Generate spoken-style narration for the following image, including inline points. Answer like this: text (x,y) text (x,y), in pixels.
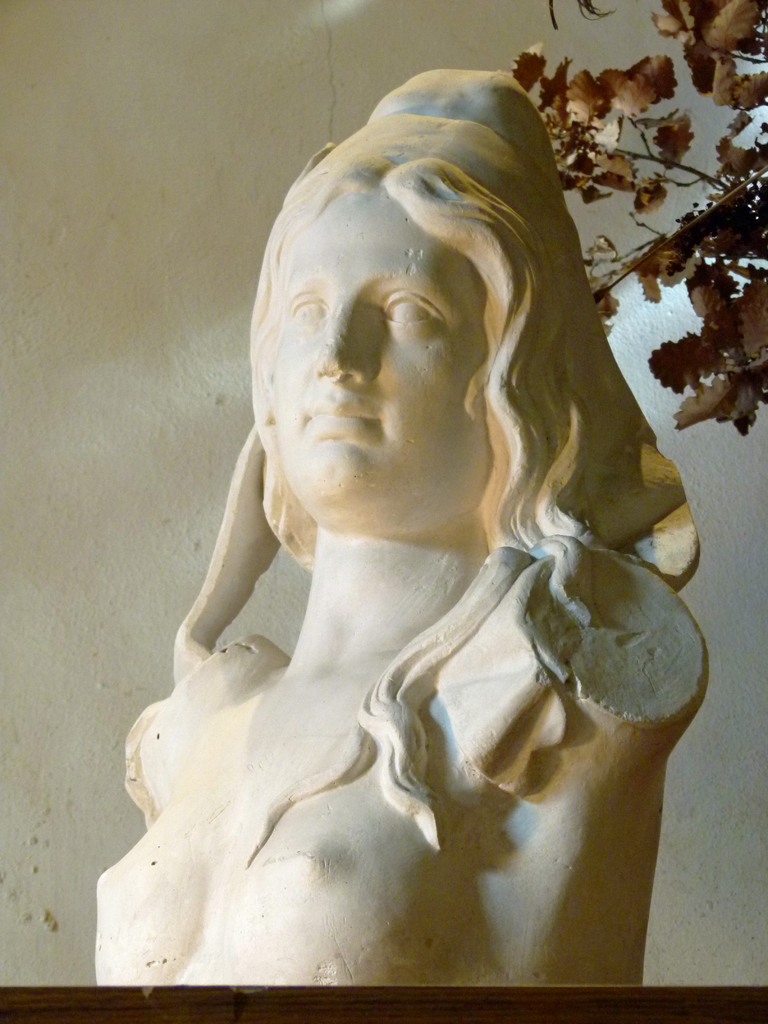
In this image there is an idol (420,881) on the table (556,994). Right side (654,99) there are branches (718,179) having leaves (727,302). Background (91,788) there is a wall (188,461).
